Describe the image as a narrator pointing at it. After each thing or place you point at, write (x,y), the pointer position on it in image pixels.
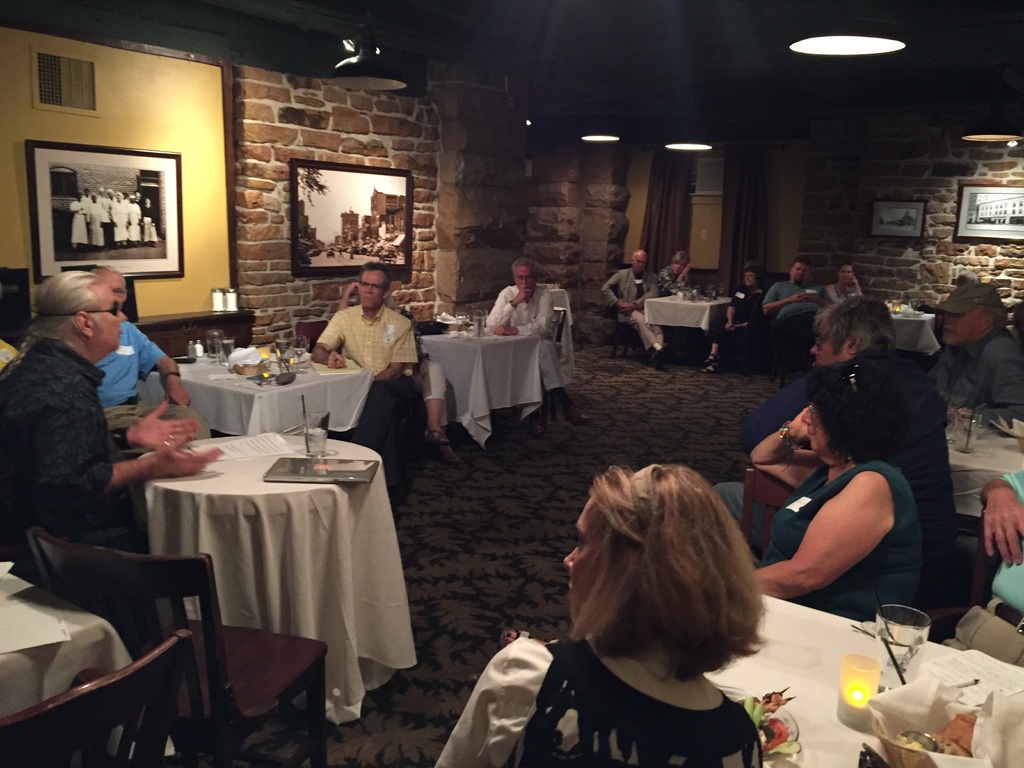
The image is taken in the room (486,624). There are tables (263,505) in the room (491,492) and there are people (646,469) sitting around the table (855,634). On the tables (828,670) there are bottles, glasses (310,457), trays (894,742), food (946,745) placed on the tables (787,667). In the background (331,264) there is a brick wall (506,273), photo frames (917,224) attached to the wall (277,172). At the top (682,148) there are lights (830,46).
